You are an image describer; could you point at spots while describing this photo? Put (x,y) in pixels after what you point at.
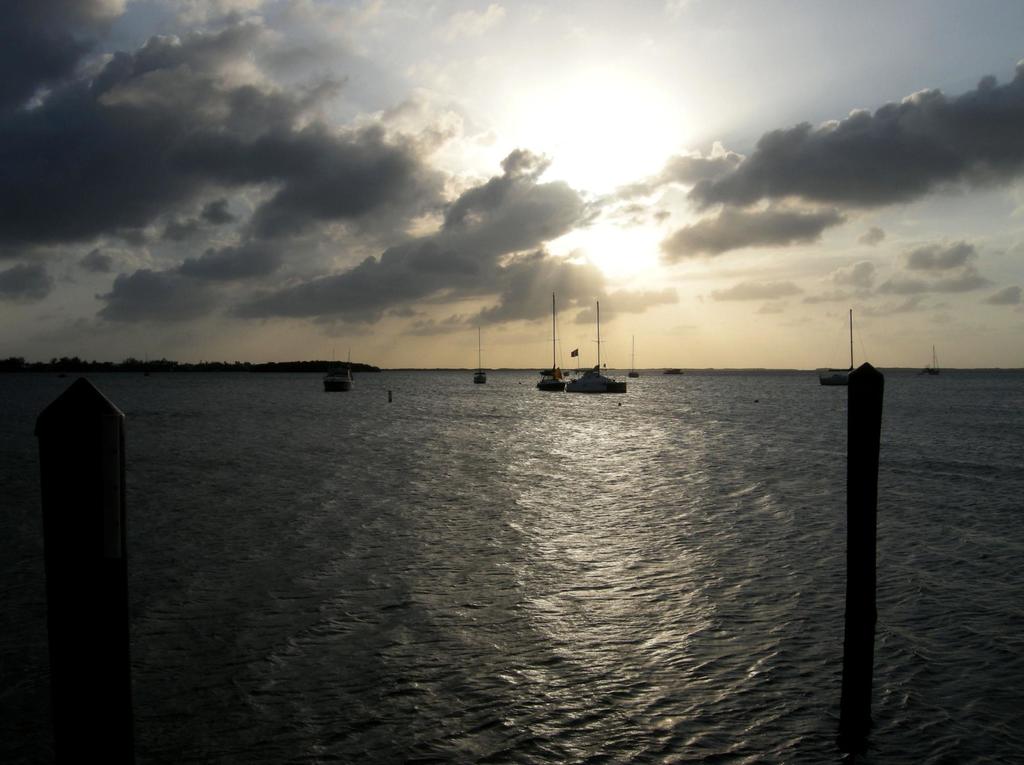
In this image we can see water (510,429). There are boats (473,375) on the water (281,426). Also there are poles (861,635). In the background (413,176) there is sky (413,176) with clouds (629,199).
